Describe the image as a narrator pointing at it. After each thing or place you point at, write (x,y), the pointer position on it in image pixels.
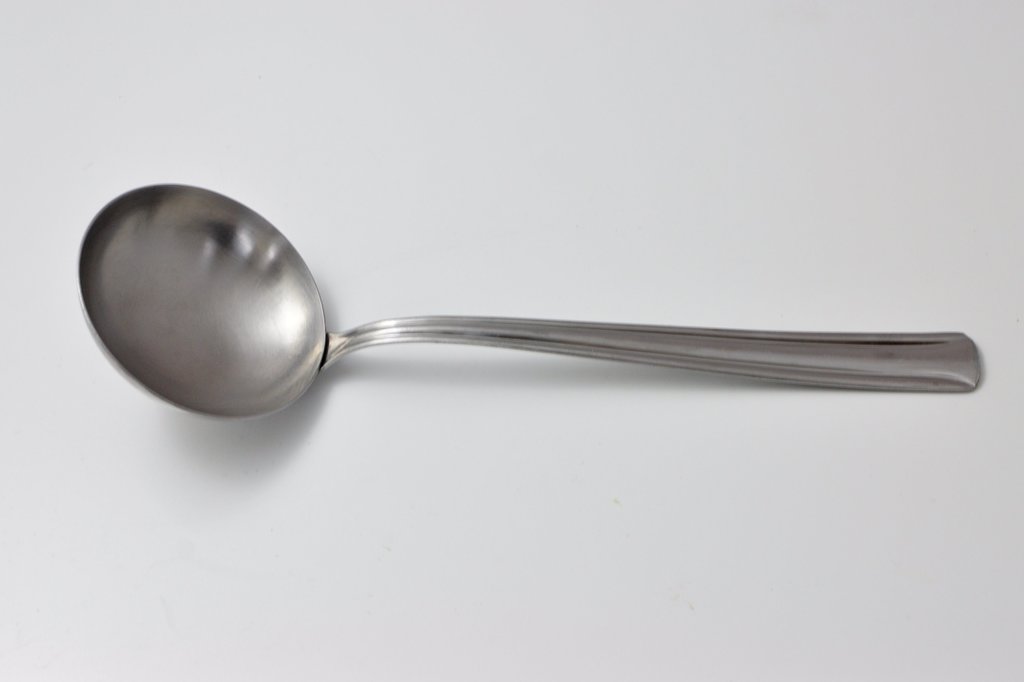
In this image I can see a metal spoon (193,328) which is grey in color is on the white colored surface (552,279).
